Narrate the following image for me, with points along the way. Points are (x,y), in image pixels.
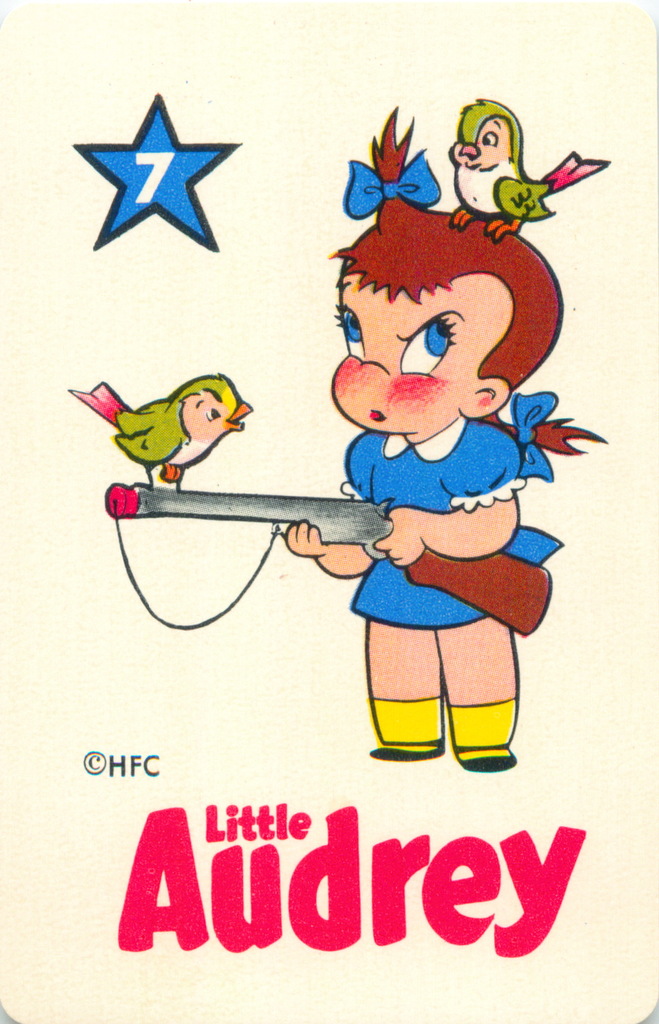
In this image, we can see cartoon pictures (428,240) and some text (251,841) on the paper (217,787).
